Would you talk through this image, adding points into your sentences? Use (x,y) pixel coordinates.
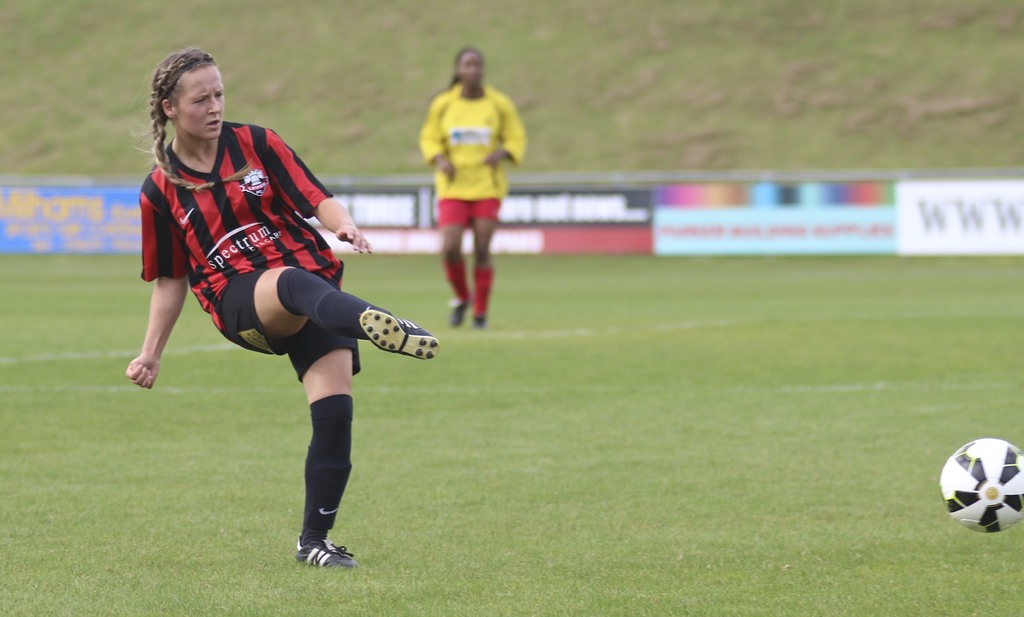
In this image there is a playground (667,411), there are two persons (484,107), there are boards (773,207) truncated, there is text (618,218) on the boards (855,206), there is the grass (965,441), there is a ball (994,473) truncated towards the right of the image (997,475).
